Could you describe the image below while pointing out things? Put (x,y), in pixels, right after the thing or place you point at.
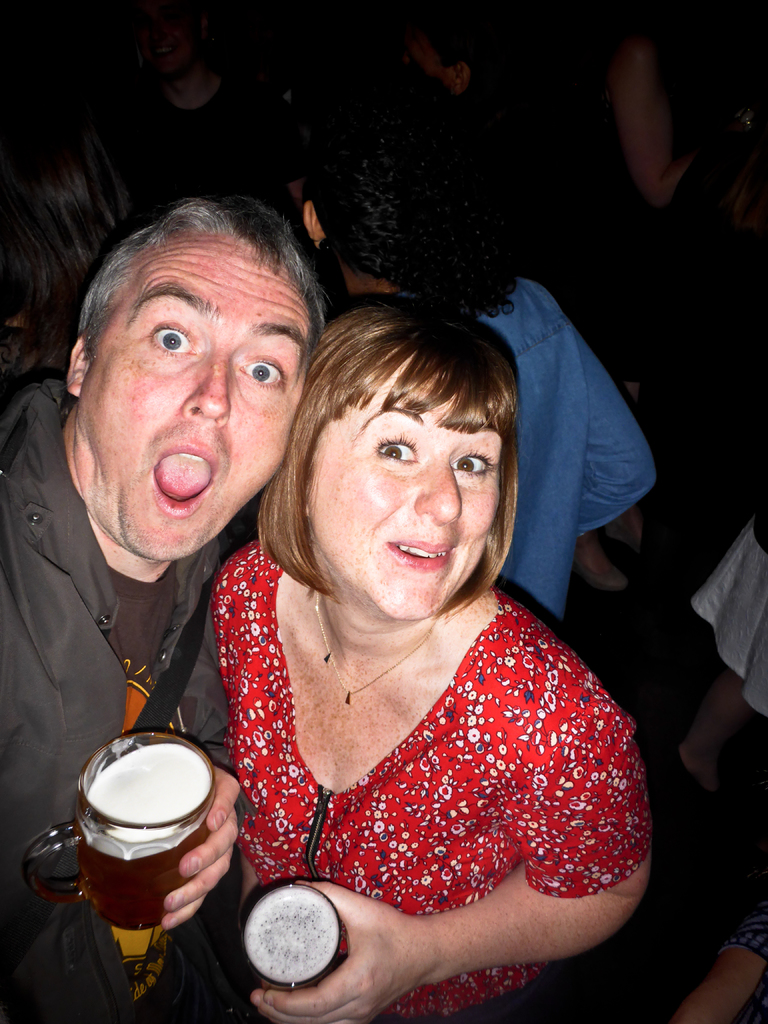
In the left middle of the image (83,411), there are two person (102,548) standing and holding beer glass (195,809) their hand (371,911). In the background (631,423), there are group of people (688,758) standing. This image is taken in the bar (593,257).
